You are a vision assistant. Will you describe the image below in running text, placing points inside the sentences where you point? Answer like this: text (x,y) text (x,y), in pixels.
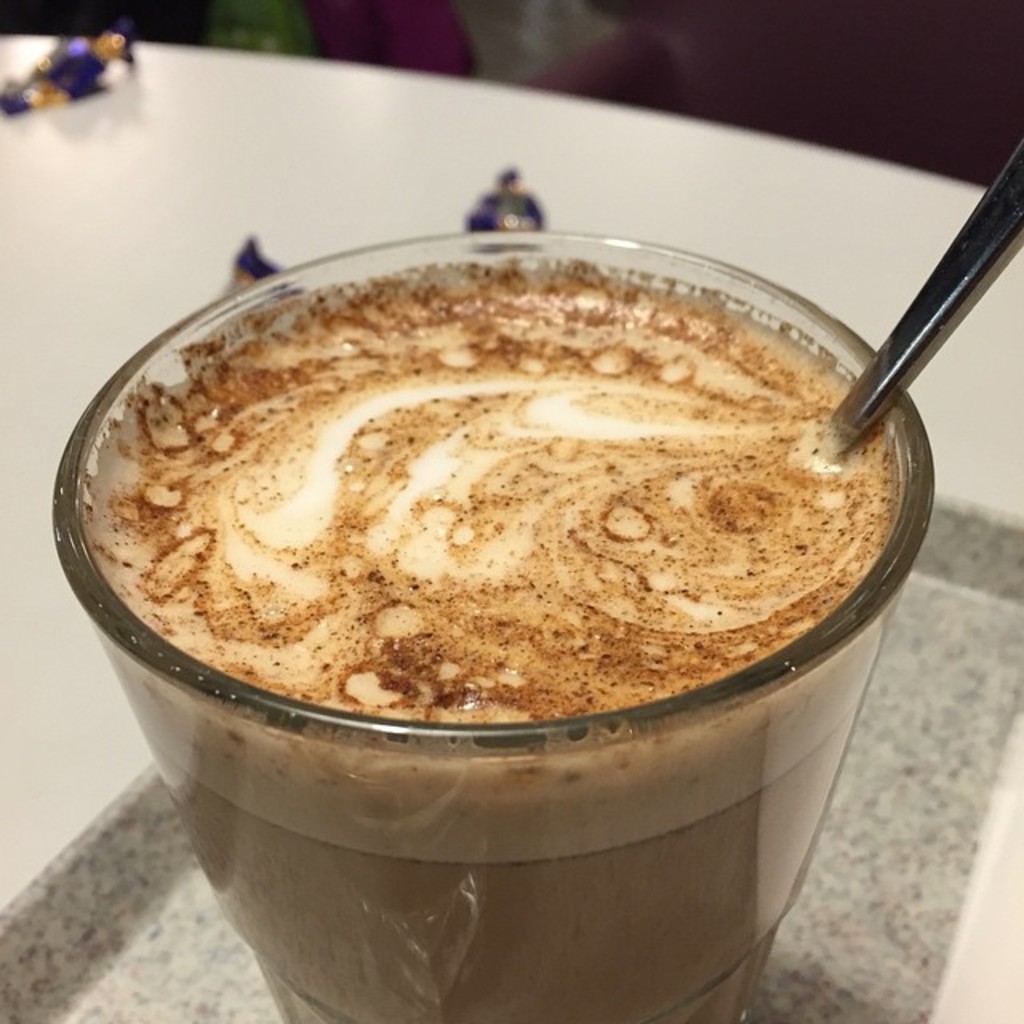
In the picture we can see a table (130,249) which is white in color with a glass (256,766) of milk (272,764) mixed with some coffee (227,454) in it and a spoon (940,340) in it.
